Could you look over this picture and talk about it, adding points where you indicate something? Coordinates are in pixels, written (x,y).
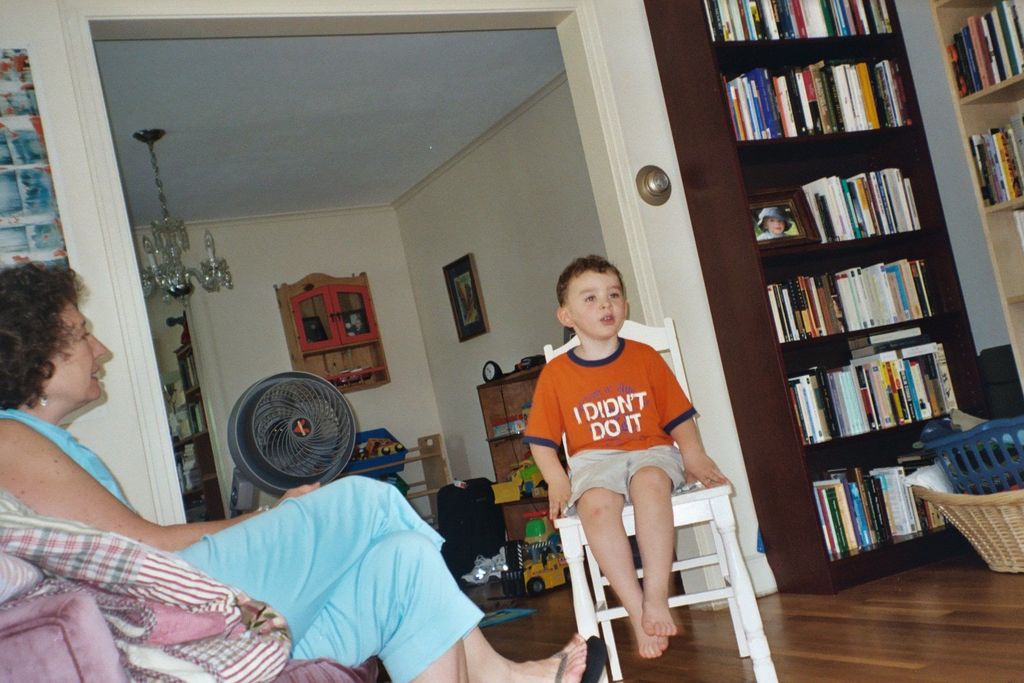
in this image one woman (295,543) and boy (670,527) is sitting on the chair (680,500) and the room (450,322) has full of books (890,391), rack (868,457), toys (518,544) and fan (343,427) and some lights (215,262) and table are there and the back ground (647,254) is white.
